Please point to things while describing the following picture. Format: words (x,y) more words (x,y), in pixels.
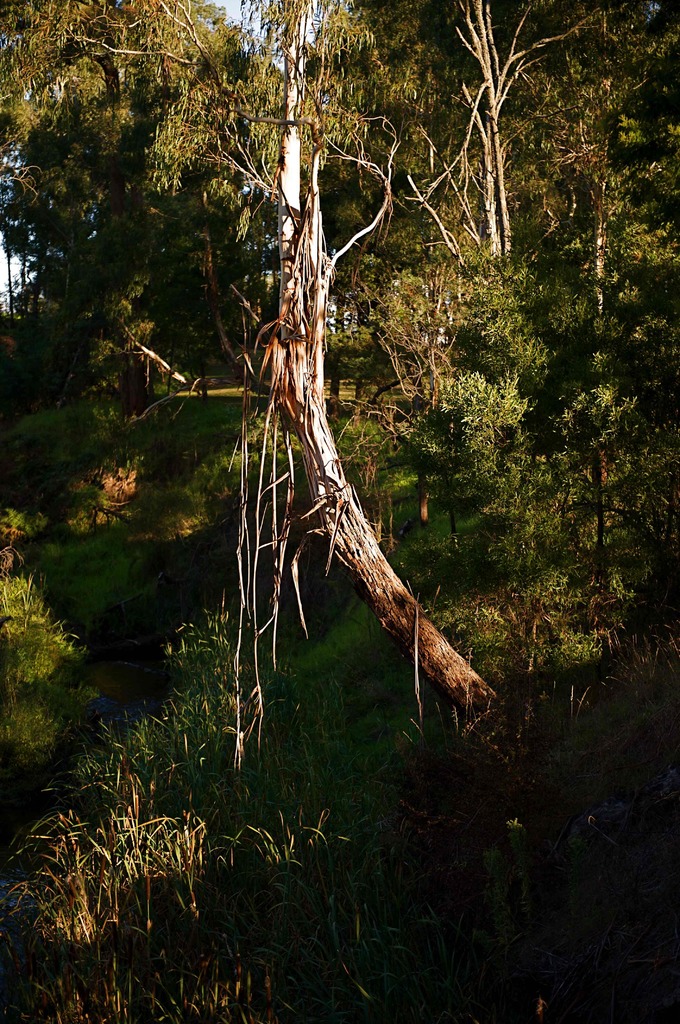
In this image, I can see the trees (178,223) with branches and leaves (468,551). At the bottom of the image (170,921), I can see the grass (247,699). In the background (245,13), there is the sky (237,18).
